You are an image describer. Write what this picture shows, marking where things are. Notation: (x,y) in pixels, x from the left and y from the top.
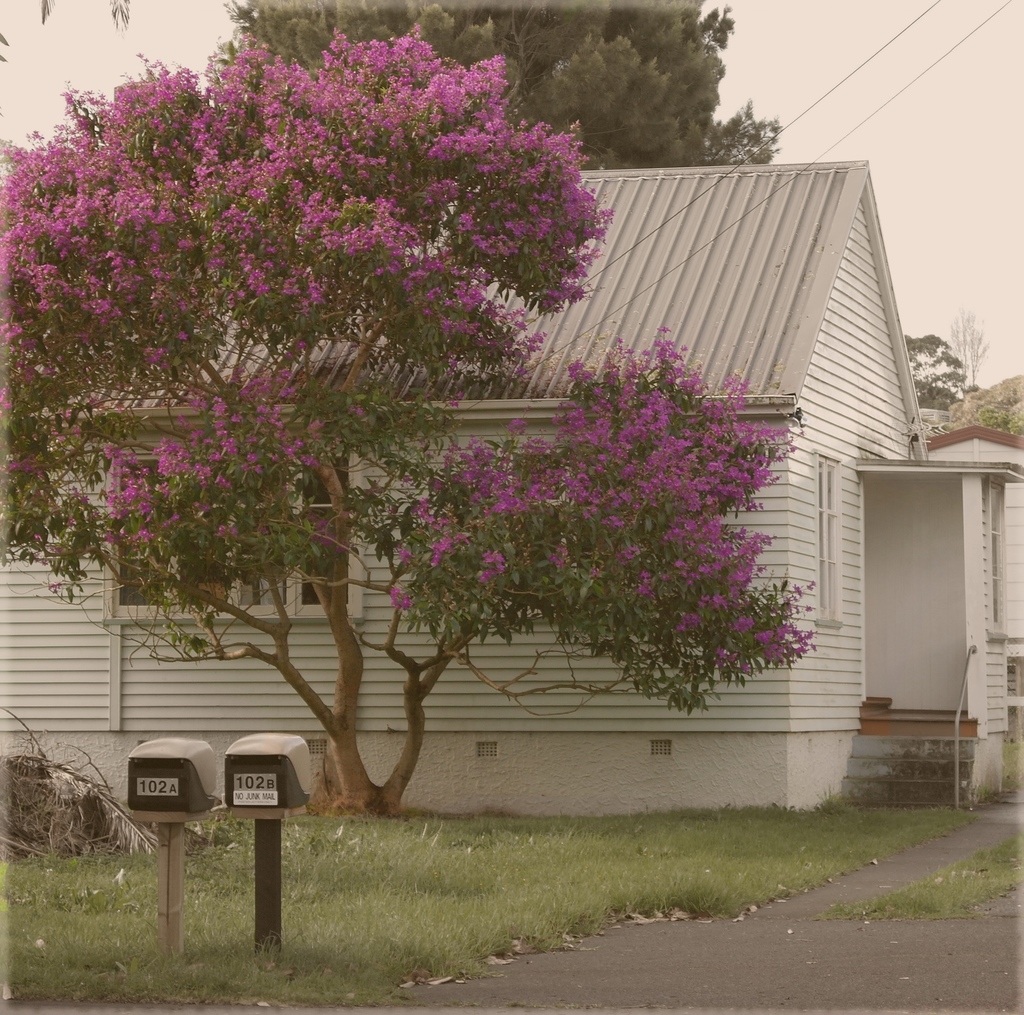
On the ground (403,902) there is grass (420,890). Also there are poles (179,884) with boxes (176,792). On that there are numbers (268,789). Near to that there is a tree (327,466) with flowers (243,319). Also there is a building (792,720) with windows (834,611) and steps (938,757). In the back (491,42) there is a tree (633,72) and sky (799,146).
